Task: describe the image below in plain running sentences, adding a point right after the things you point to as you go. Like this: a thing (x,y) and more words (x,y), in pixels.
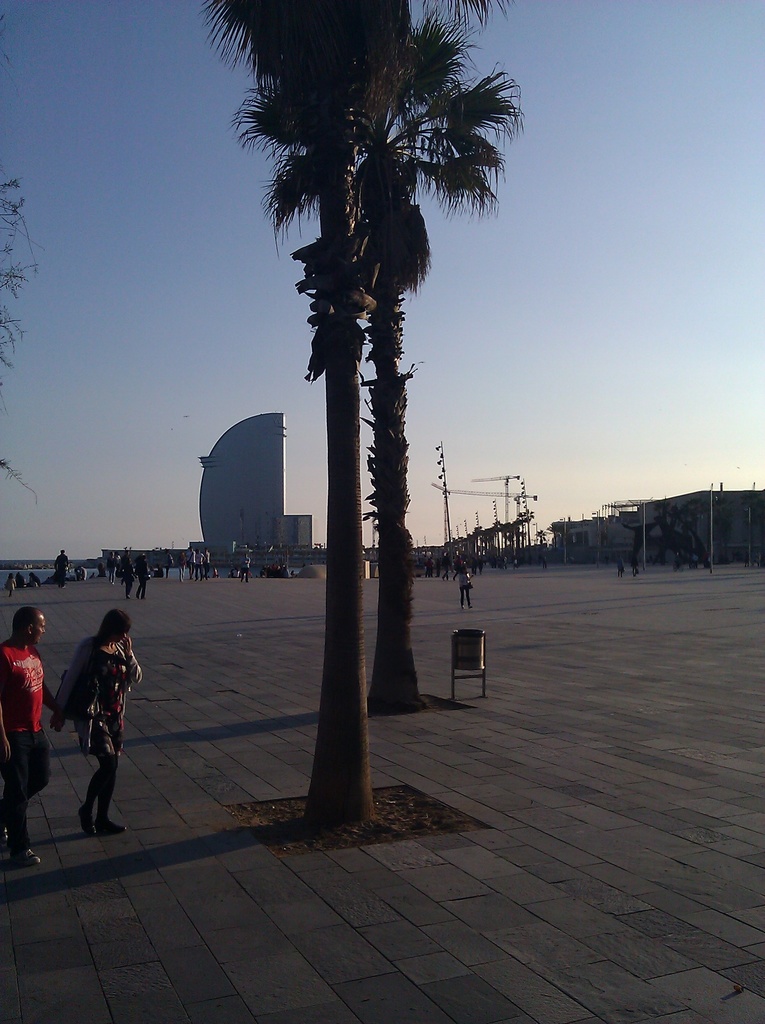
In the picture we can see a path space (449,883) with two trees (345,755) and near it, we can see two people (99,774) are standing and far away from them, we can see some people (132,584) are standing near the building (296,540) and beside it we can see some poles (447,514) and in the background (736,470) we can see the sky (25,379).
